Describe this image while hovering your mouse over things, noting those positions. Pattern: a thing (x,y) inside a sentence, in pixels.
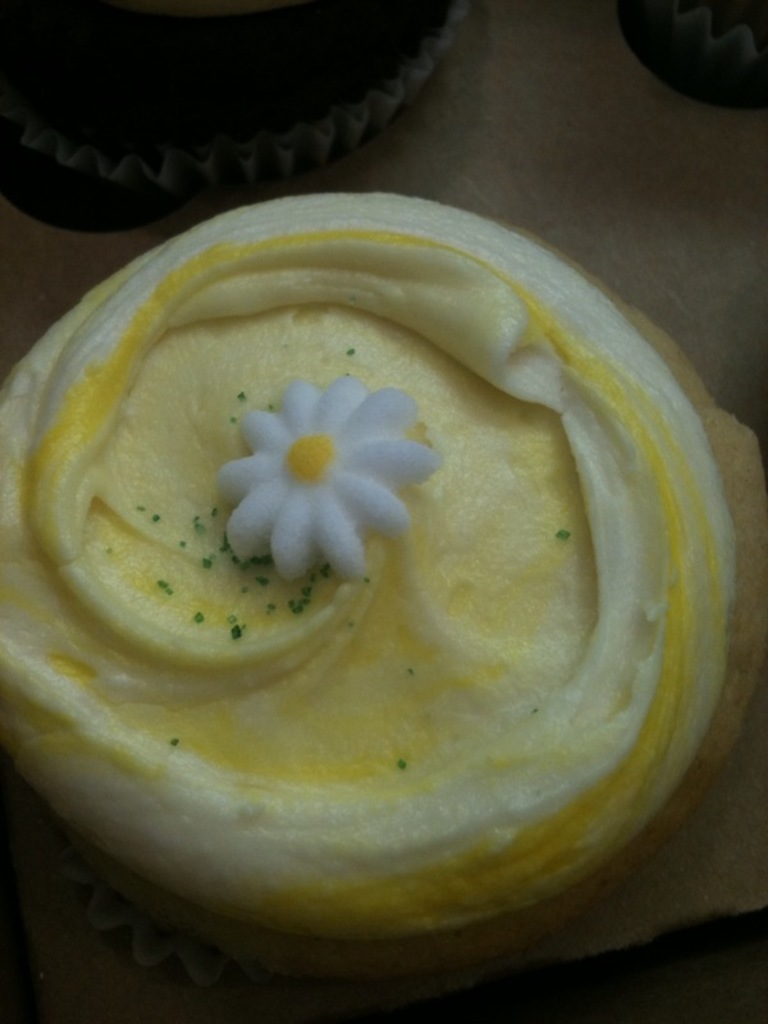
In this picture we can see cupcakes (366,197) with a cream (27,695) on it and these are placed on a platform (585,173).
